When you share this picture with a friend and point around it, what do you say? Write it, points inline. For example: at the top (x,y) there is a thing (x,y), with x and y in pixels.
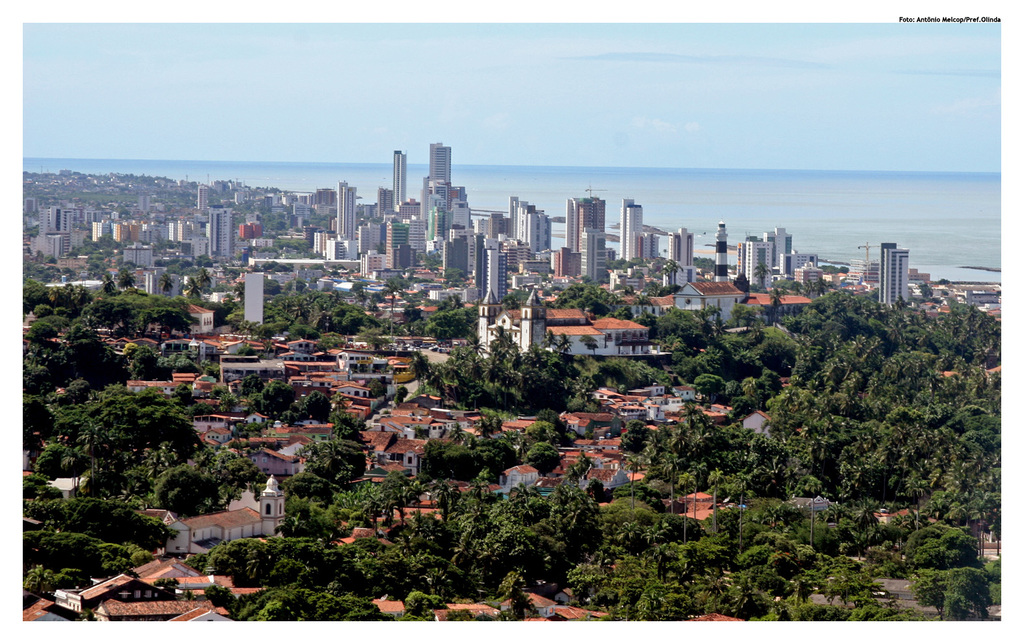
This is an aerial view where we can see buildings (413,270), trees (773,490), poles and a sea (835,220). At the top of the image (821,65), we can see the sky (339,66).
